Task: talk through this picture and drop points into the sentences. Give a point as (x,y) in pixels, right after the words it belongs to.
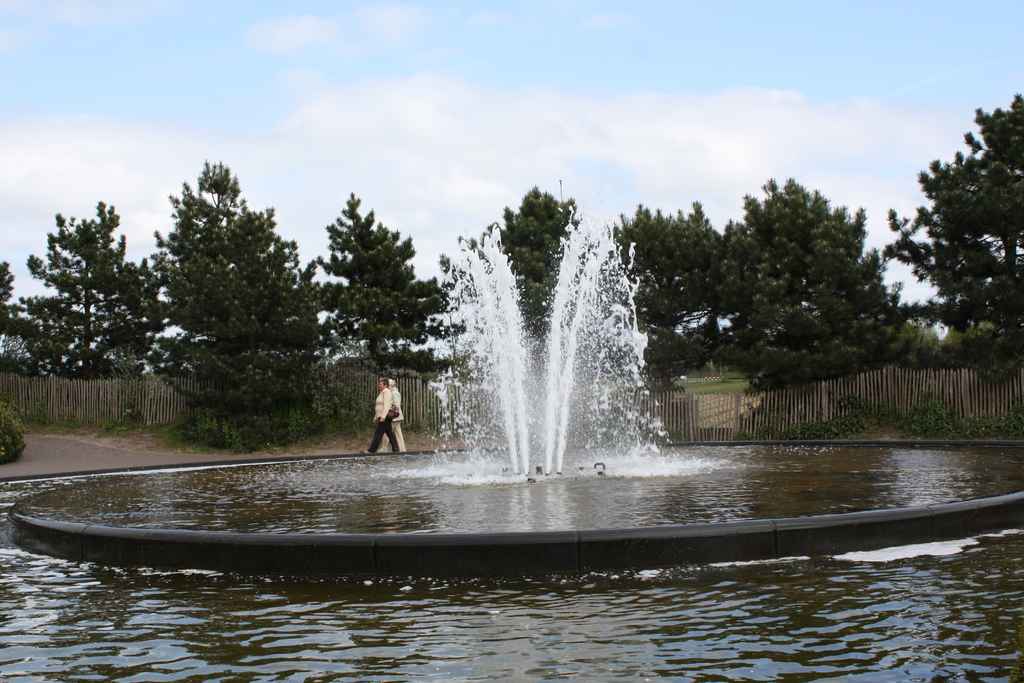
This is an outside view. At the bottom (290,608) there is a fountain (481,508). Beside two persons (376,430) are walking on the road (299,453) towards the left side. In the background (689,396) there is a railing (836,393) and many trees (208,282). At the top of the image (382,57) I can see the sky (451,99) and clouds (409,136).
